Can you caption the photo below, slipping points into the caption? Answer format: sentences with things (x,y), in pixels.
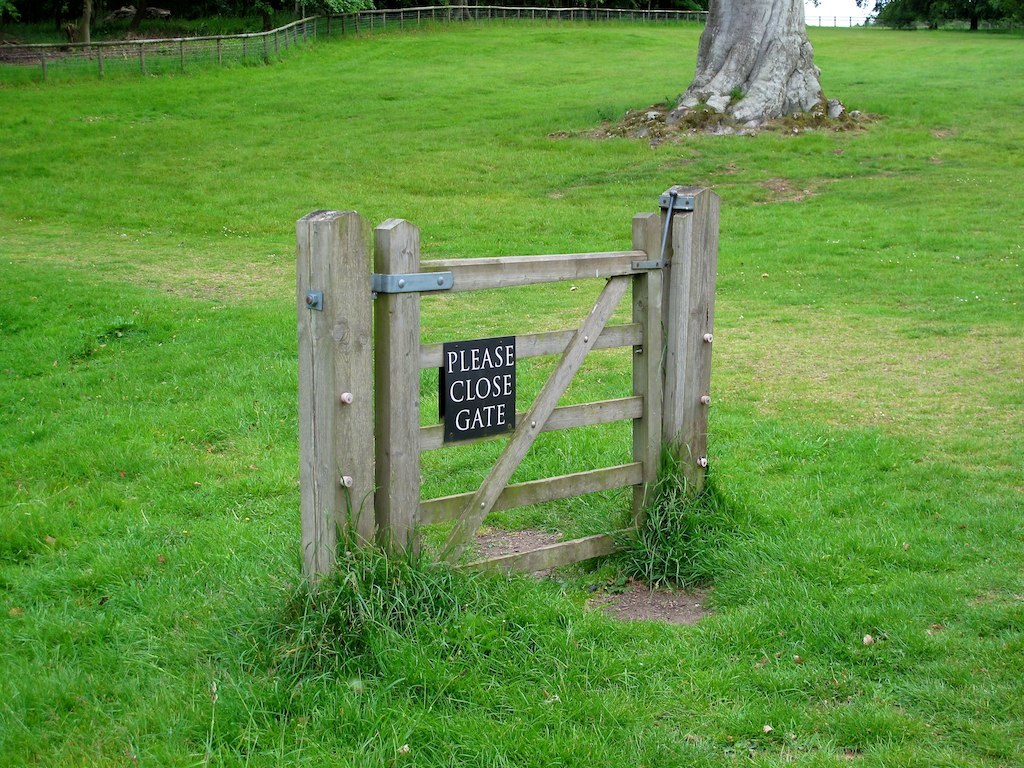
At the bottom of the image (458,641) on the ground (665,503) there is grass (728,563). In the middle of the ground (721,387) there is a wooden pole (347,282) with gate (388,316). And also there is a board (477,391) with some text (472,401) on it. In the background (110,69) there is fencing (42,49) and also there is a tree trunk (726,59). Behind the fencing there are trees (34,22).
